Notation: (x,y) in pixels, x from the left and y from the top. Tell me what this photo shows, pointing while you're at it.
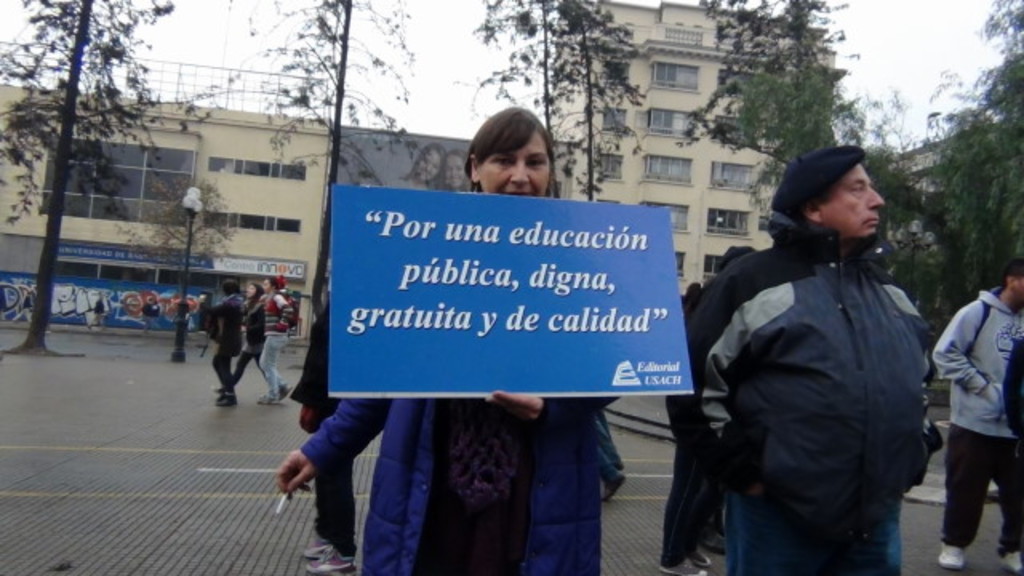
In the center of the image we can see two people (533,414) standing. The lady (545,487) standing in the center (472,381) is holding a board (658,387) in her hand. In the background (988,418) there are people (984,441) walking and we can see buildings (708,74) and trees (817,146). At the top (198,15) there is sky (891,61).
